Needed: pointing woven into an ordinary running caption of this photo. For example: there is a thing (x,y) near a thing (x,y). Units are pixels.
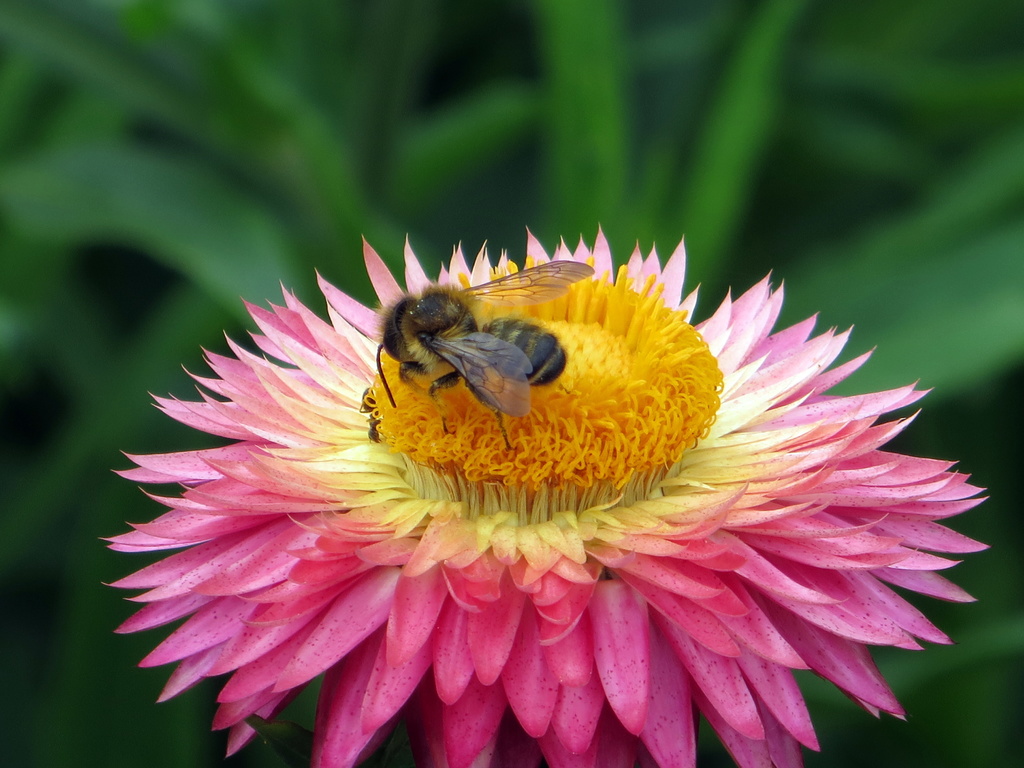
In this image I can see a pink, yellow, cream color flower (677,442) and insect (527,360) is on it. Background (483,43) is in green color.
